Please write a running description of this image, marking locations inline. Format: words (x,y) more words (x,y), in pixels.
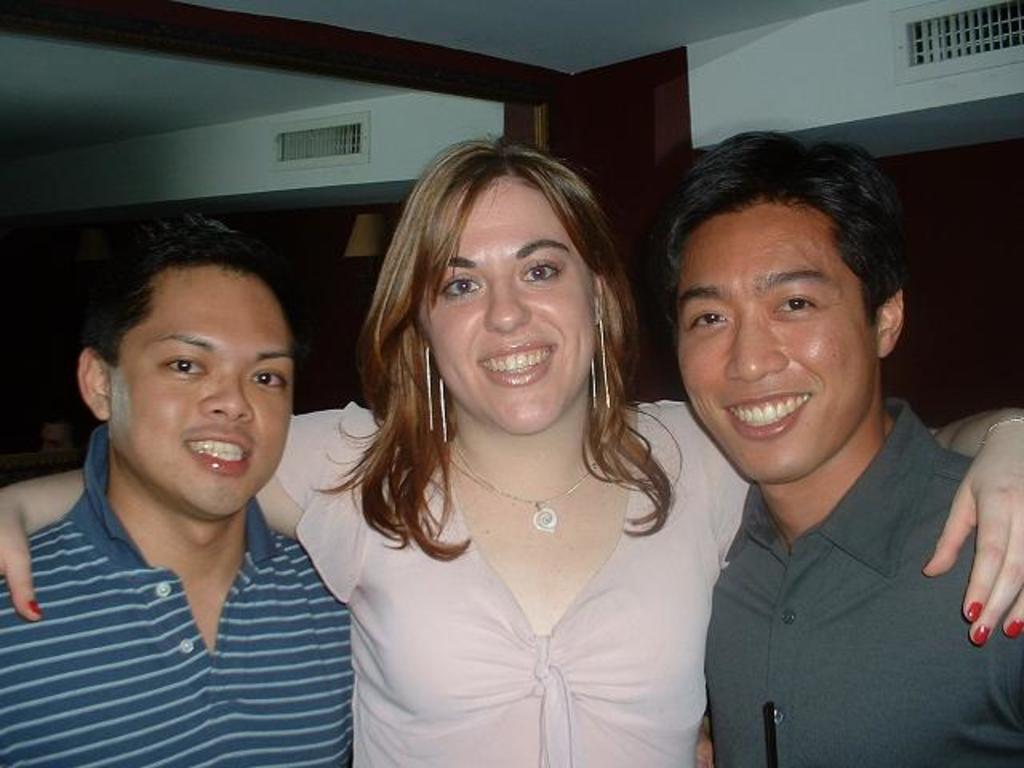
In this image in front (579,738) there are three people (635,636) wearing a smile on their faces (838,347). In the background of the image (311,227) there are lamps (354,236) and a wall (331,281).
